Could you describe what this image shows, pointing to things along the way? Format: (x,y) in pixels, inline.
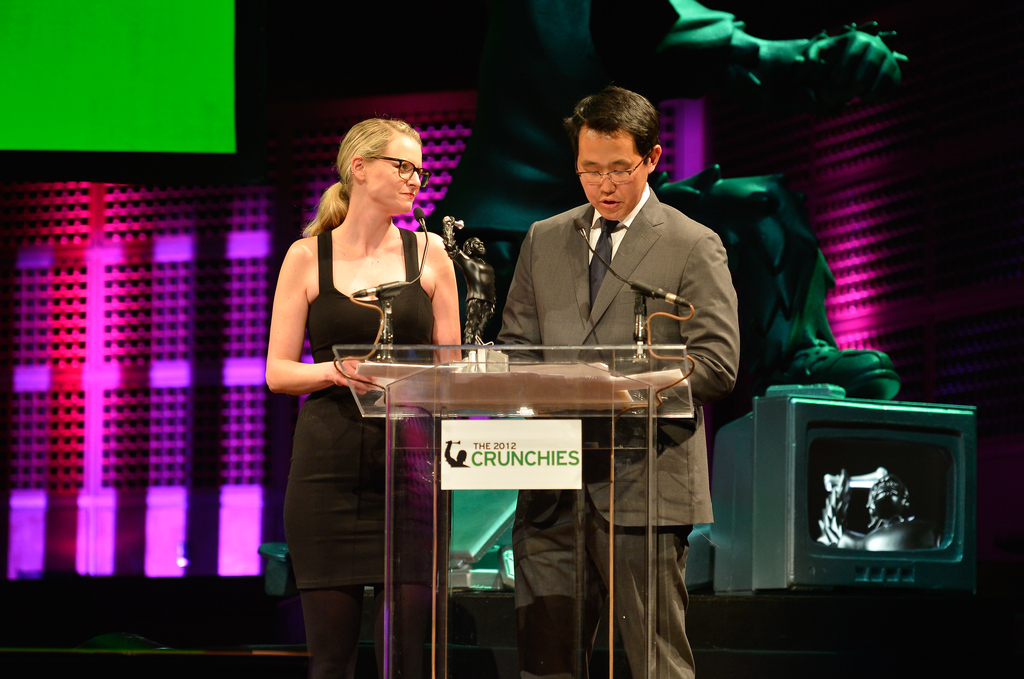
In the picture I can see two persons (425,274) standing and there is a glass stand (477,403) in front of them which has two mics (378,292) and some other objects (492,354) on it and there is a television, few lights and some other objects (112,47) in the background (493,67).
